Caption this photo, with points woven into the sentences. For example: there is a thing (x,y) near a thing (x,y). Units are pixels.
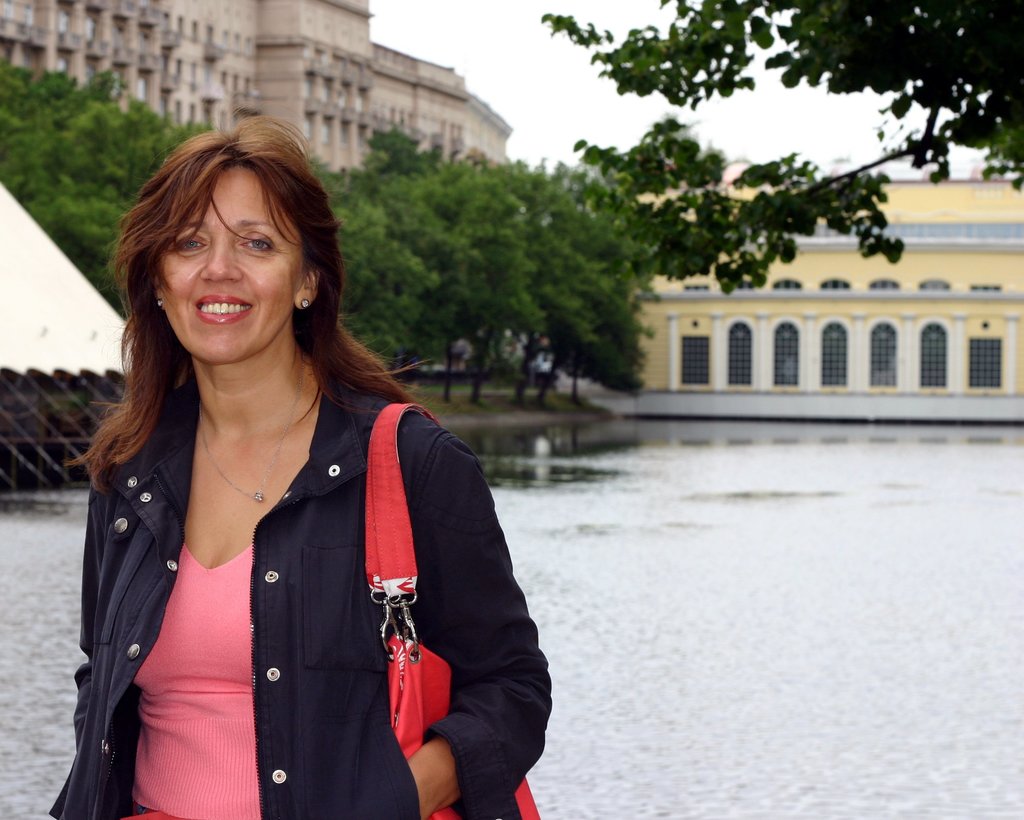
In this image there is a woman (224,368) standing, she is wearing a bag (404,572), there is water (852,560) towards the right of the image (801,582), there is an object (71,273) towards the left of the image (55,354), there are trees (430,263), there is a tree (930,45) towards the top of the image (779,40), there are buildings (862,336), there is the sky (556,77) towards the top of the image (701,105).
